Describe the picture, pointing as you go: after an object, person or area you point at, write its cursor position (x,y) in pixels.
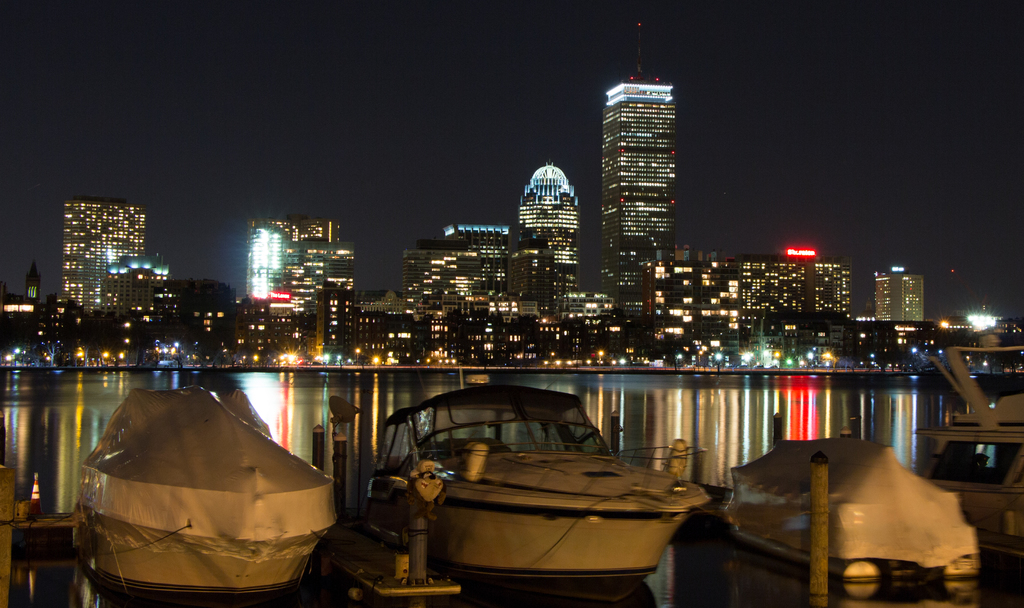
This picture is clicked outside. In the foreground (281,484) we can see the boats (996,429) and some other items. In the center (376,383) we can see the water body (60,393). In the background (828,79) we can see the sky (828,95), buildings (370,300), skyscrapers (568,231), lights (673,314) and many other objects (228,357).
